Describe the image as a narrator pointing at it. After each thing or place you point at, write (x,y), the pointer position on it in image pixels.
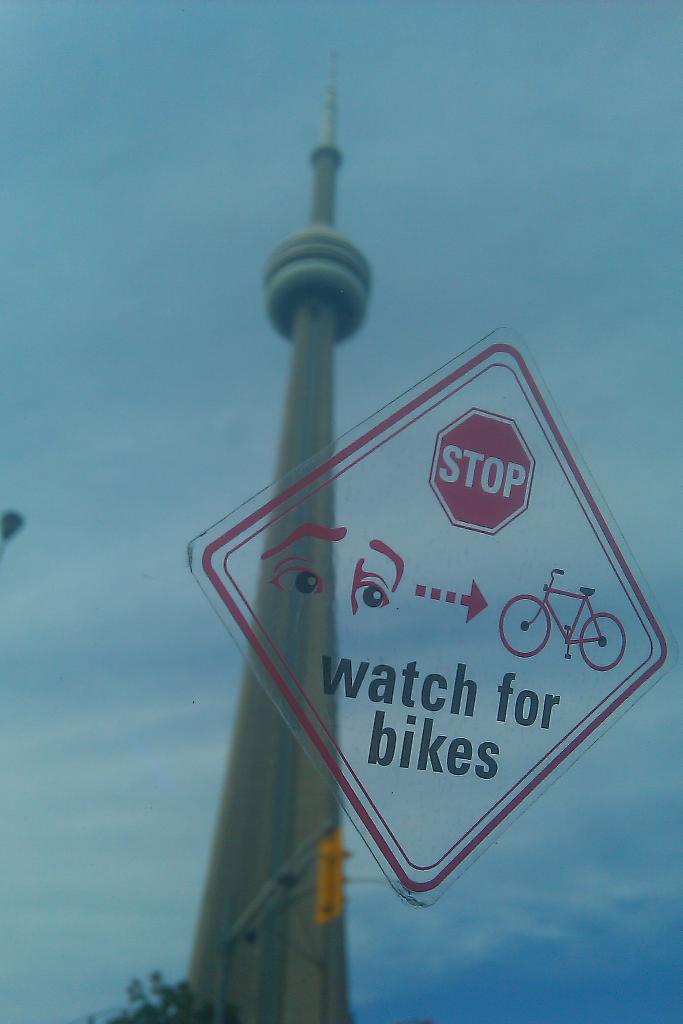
In this picture we can observe a glass (395,195). There is a sticker (347,725) on the glass (71,516) which is in red and black color. In the background (266,850) we can observe a tower (246,741) and a sky (100,513) with clouds (100,615).
